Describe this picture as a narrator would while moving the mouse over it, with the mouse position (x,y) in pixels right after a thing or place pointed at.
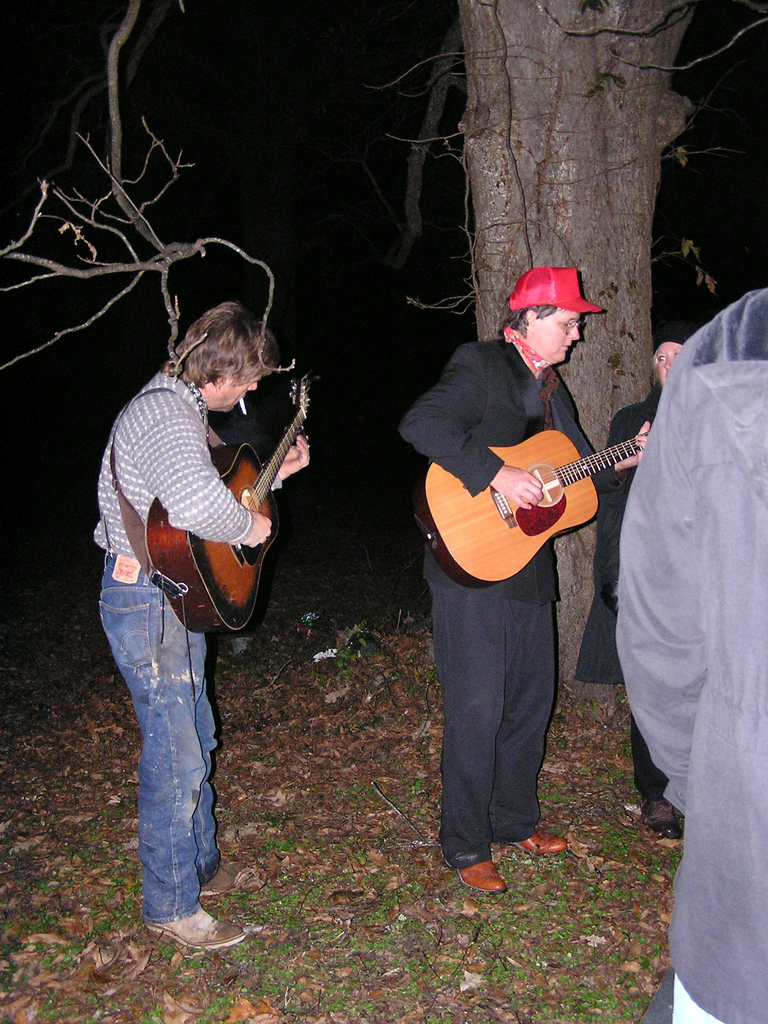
In this image there are 2 persons (456,414) standing and playing a guitar (465,566), and there are other persons (661,530) and the back ground there is a tree (567,98).
